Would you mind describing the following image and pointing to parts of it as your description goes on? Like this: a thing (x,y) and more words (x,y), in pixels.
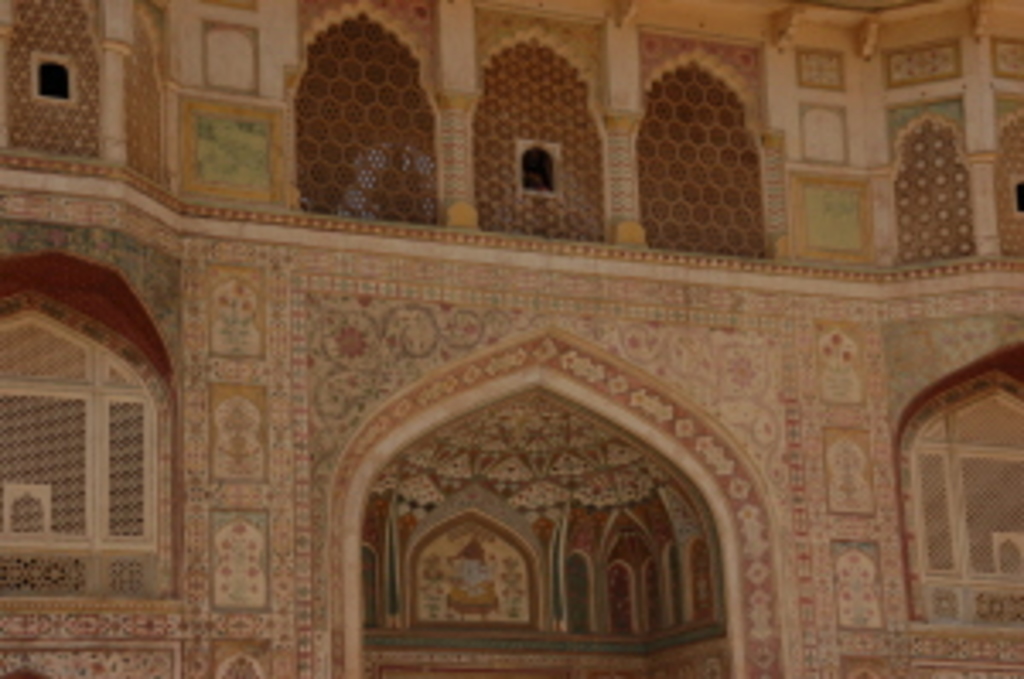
In this picture we can see a building (559,412) and also windows (533,173), wall (755,259) are present.
